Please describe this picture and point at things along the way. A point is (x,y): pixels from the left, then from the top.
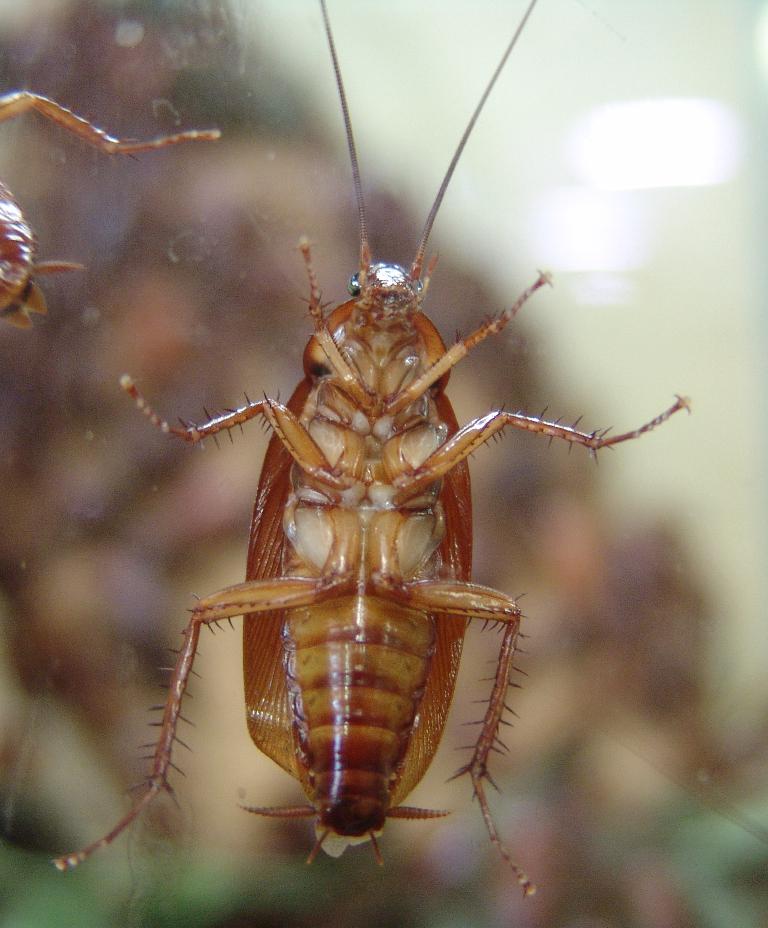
Background (20,32) portion of the picture is blur. In this picture it seems like a glass (515,120). This picture is mainly highlighted with a cockroach (416,440). On the left side of the picture (12,271) we can see the partial part of a cockroach (12,322).
